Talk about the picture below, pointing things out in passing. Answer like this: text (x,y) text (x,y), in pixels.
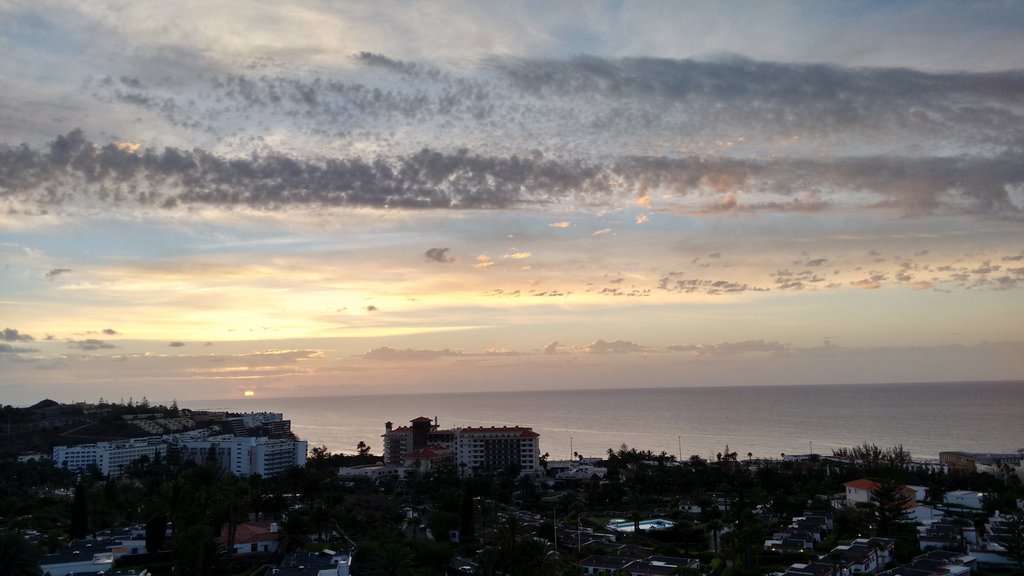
Here in this picture we can see buildings (487,457) and houses (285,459) present on the ground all over there and we can also see trees (406,492) and plants (406,538) present here and there and in the far we can see water (568,428) present all over there and we can see a sunset (250,393) and we can also see clouds (289,265) in the sky (479,227).
